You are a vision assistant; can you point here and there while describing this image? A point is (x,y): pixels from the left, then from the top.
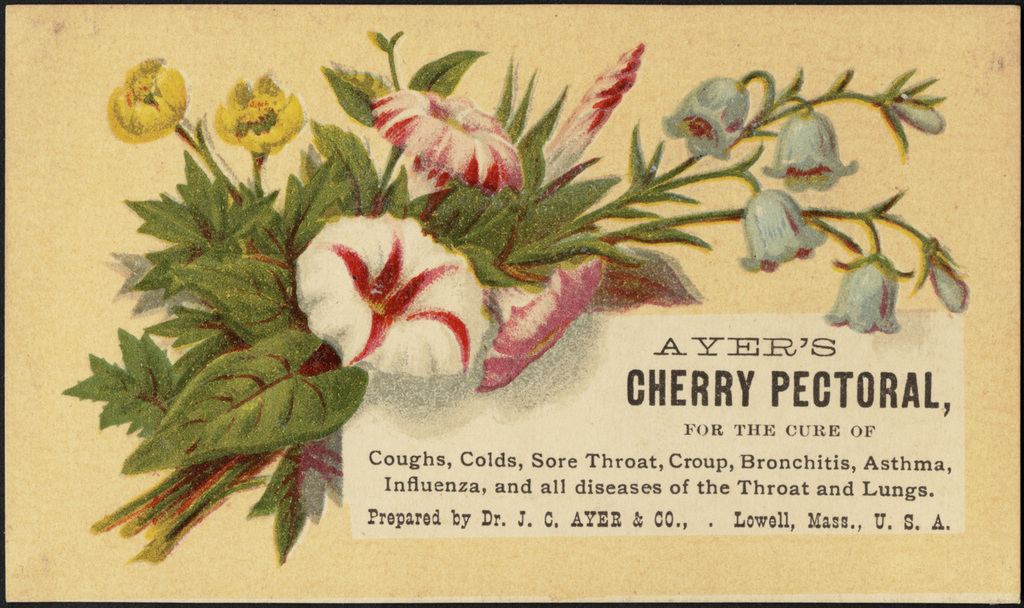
In this picture I can see there are few flowers (373,293) and leaves (249,397) painted and there is something written at the right bottom of the image (902,507).
